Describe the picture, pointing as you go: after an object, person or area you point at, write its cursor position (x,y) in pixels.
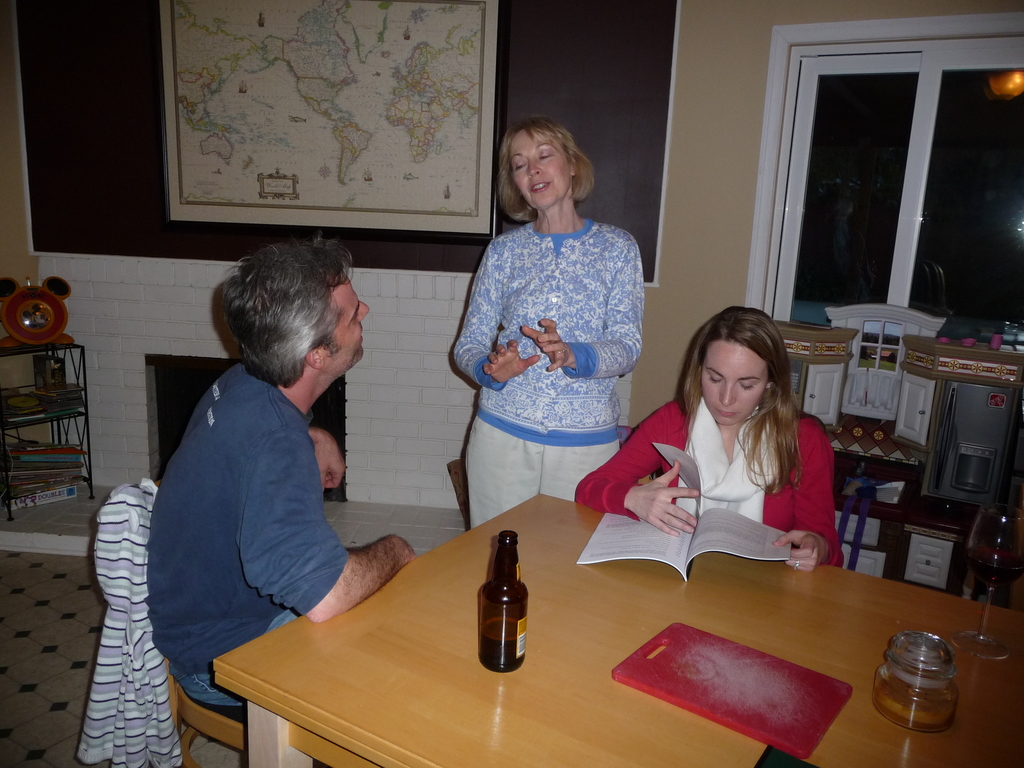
In this image there are 3 persons (758,314), in which 2 of them are women (743,312) and one of them is a man (296,245) and I can also see that 2 of them are sitting on the chairs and there is a table (429,611) in front (507,708) and there is bottle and a glass (993,513) on it. In the background (789,272) i can see the window (789,289), a map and the few things (1,500) over here.
